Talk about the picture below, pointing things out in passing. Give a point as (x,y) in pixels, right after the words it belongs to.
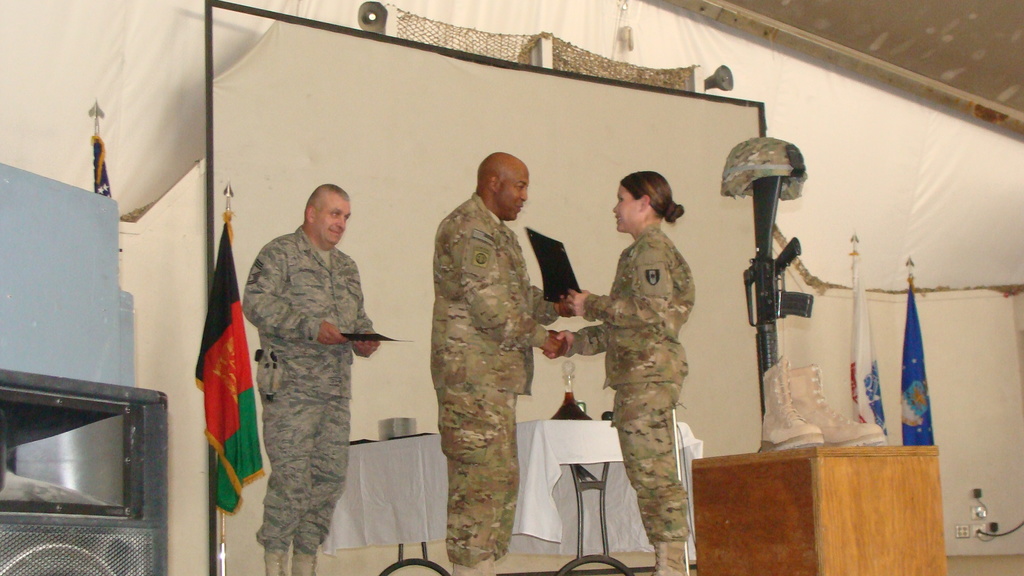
In this image we can see three people (546,350) standing holding the files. We can also see boots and some objects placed on the tables (416,480), the flags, speakers (0,558), a helmet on a gun (770,336) and the projector screen (685,246).
